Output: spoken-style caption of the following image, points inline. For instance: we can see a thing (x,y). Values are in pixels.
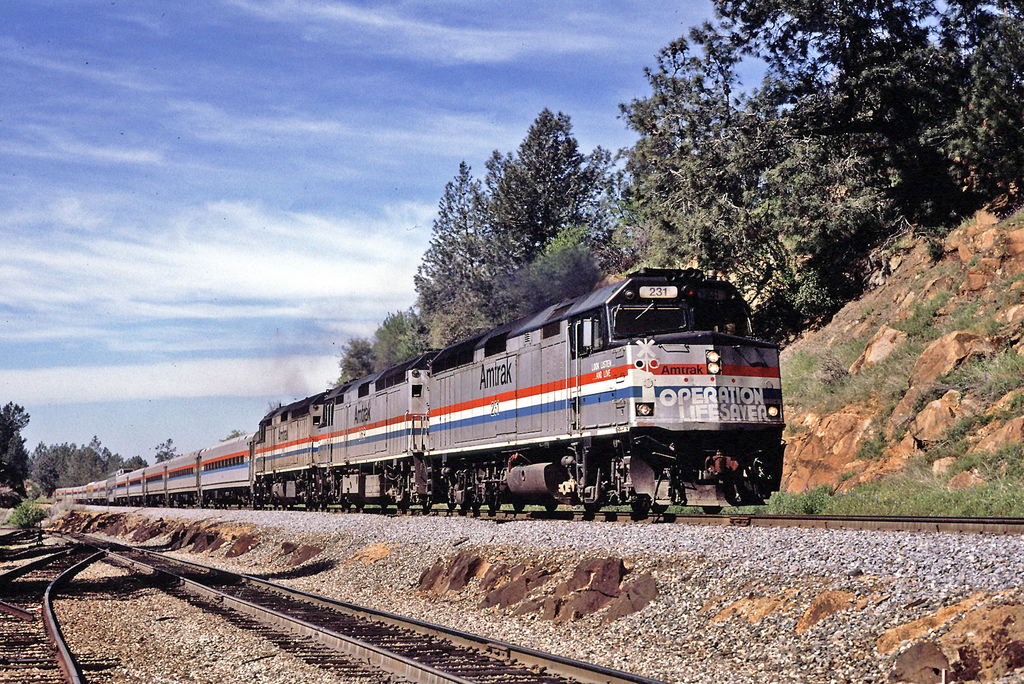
In this image I can see the train (491,491) on the track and the train (630,376) is in grey, red, white and blue color. Background (292,281) I can see few trees (635,159) in green color and the sky (281,272) is in blue and white color.
